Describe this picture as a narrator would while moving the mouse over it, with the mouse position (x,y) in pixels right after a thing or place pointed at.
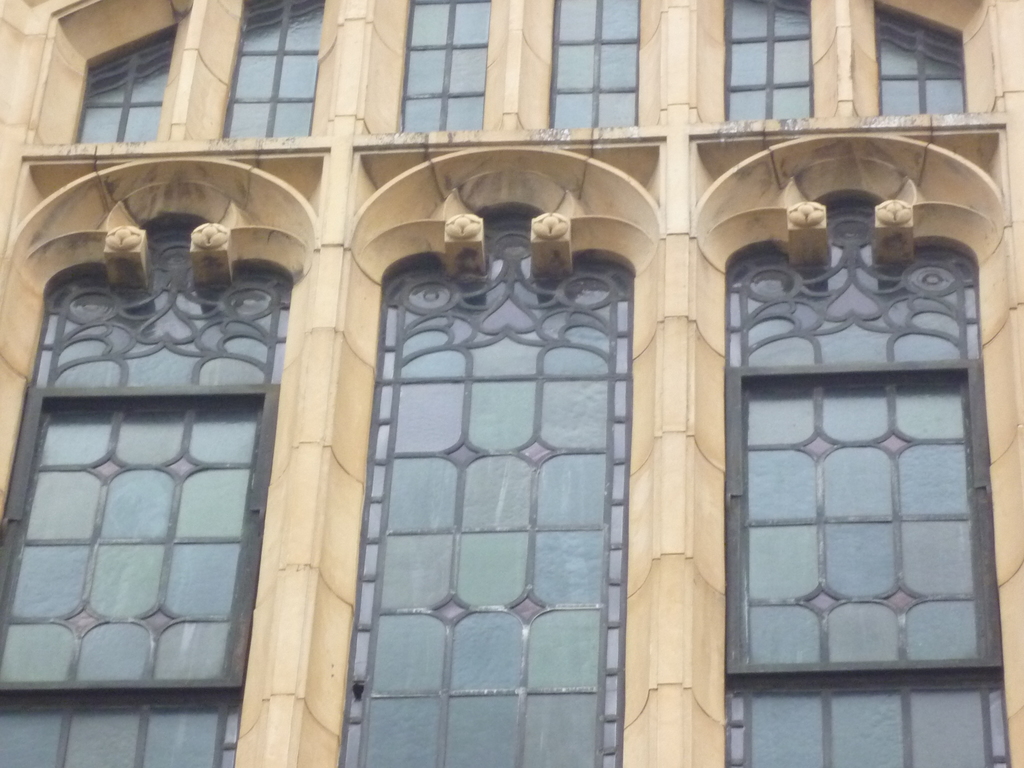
In this image we can see a building (479,336) with windows (555,435).
